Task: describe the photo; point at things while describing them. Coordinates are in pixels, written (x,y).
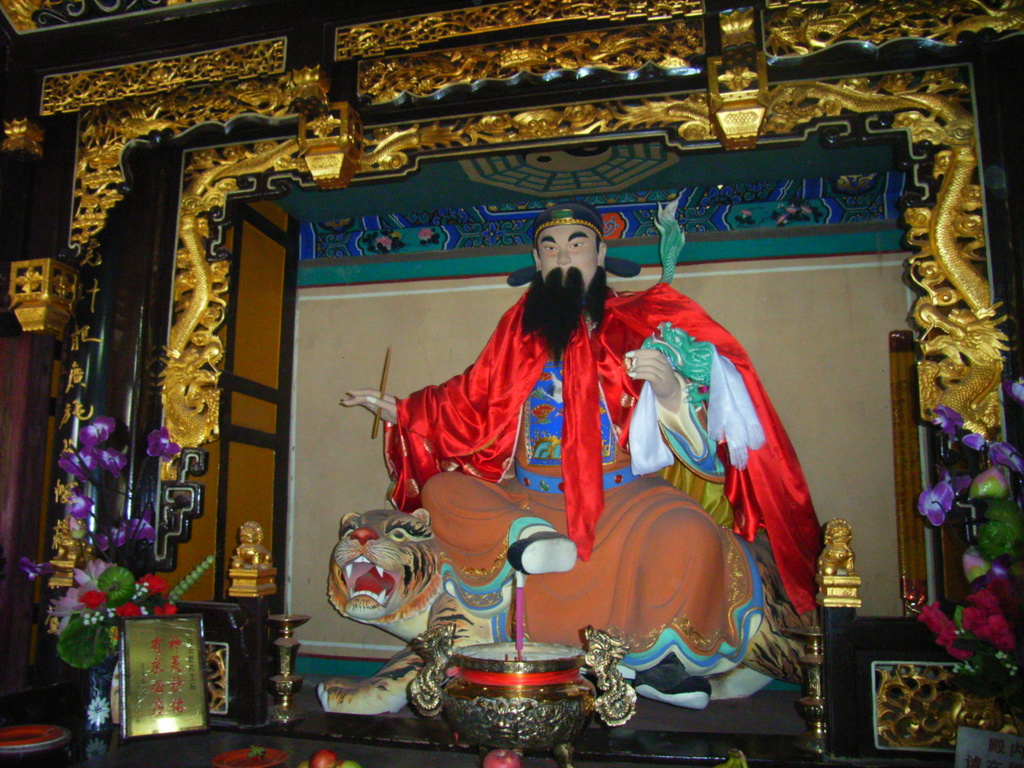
In the image there is a statue of chinese monk (571,356) with colorful cloth (729,415) around him sitting on a tiger statue (421,602) inside an arch (205,111) with golden design (947,330) and flower vase (91,693) in front of it and a bowl (522,671) in the middle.
